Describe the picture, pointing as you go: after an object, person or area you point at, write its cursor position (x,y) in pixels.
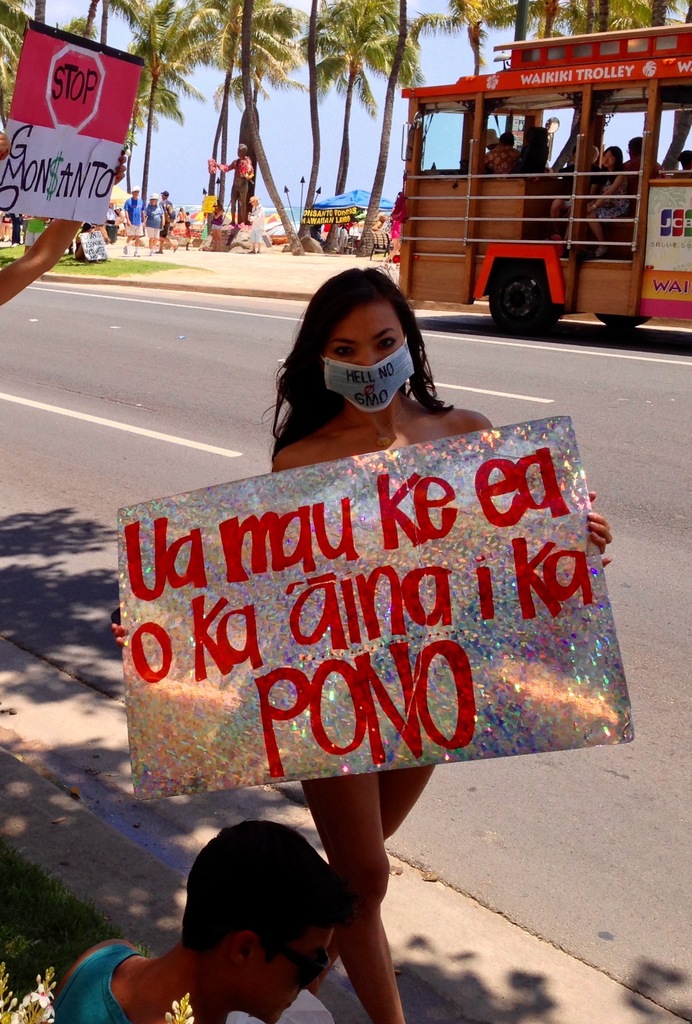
This is an outside view. Here I can see a woman (375,796) standing beside the road (560,817), holding a board (349,596) in the hands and looking at the picture. On the board (354,639), I can see some text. At the bottom (238,926) there is another person (144,978) and few flowers (34,1002) and the grass (40,936) are visible. On the left side (16,276), I can see a person's hand (41,250) holding a board (61,103). In the background (524,212) there is a bus (564,239) on the road (621,363). Inside the bus (554,186) few people (614,155) are sitting. In the background (223,223) there are many people (153,232) on the ground (287,253) and also many trees (390,116). At the top (444,49), I can see the sky (267,129).
